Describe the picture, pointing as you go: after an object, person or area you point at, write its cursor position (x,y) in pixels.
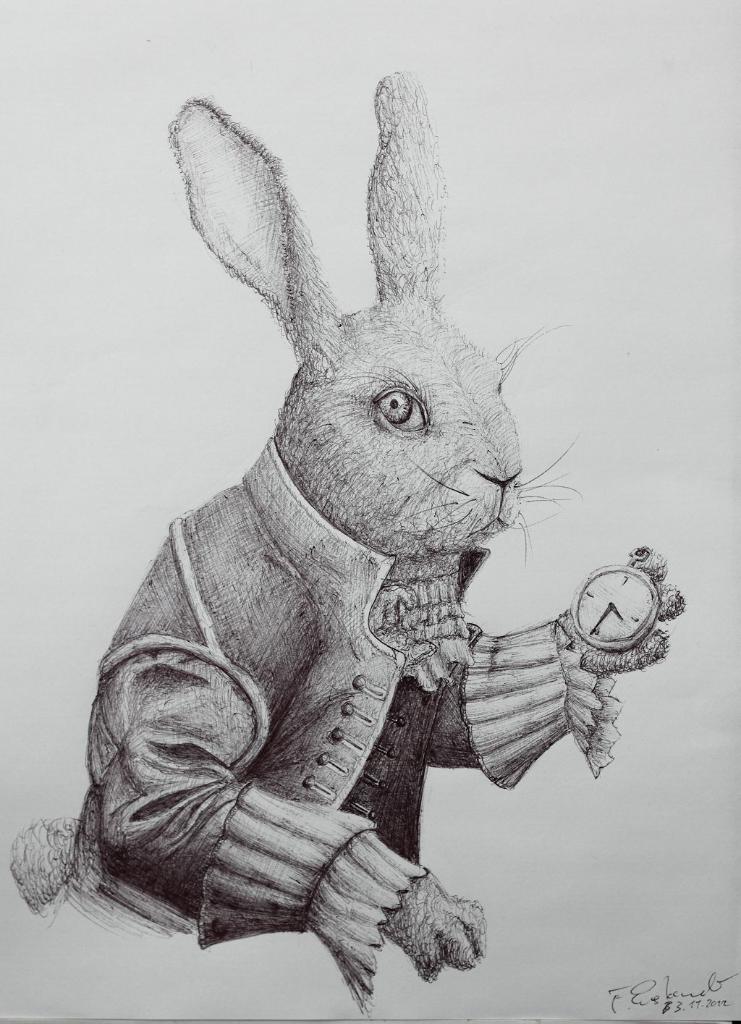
This image consists of a paper (459,559) with an art (383,924). This art (376,552) is done with a pencil on the paper (460,327). In this art (413,485) there is a rabbit (559,652) holding stopwatch (600,626) in hand (602,659).
